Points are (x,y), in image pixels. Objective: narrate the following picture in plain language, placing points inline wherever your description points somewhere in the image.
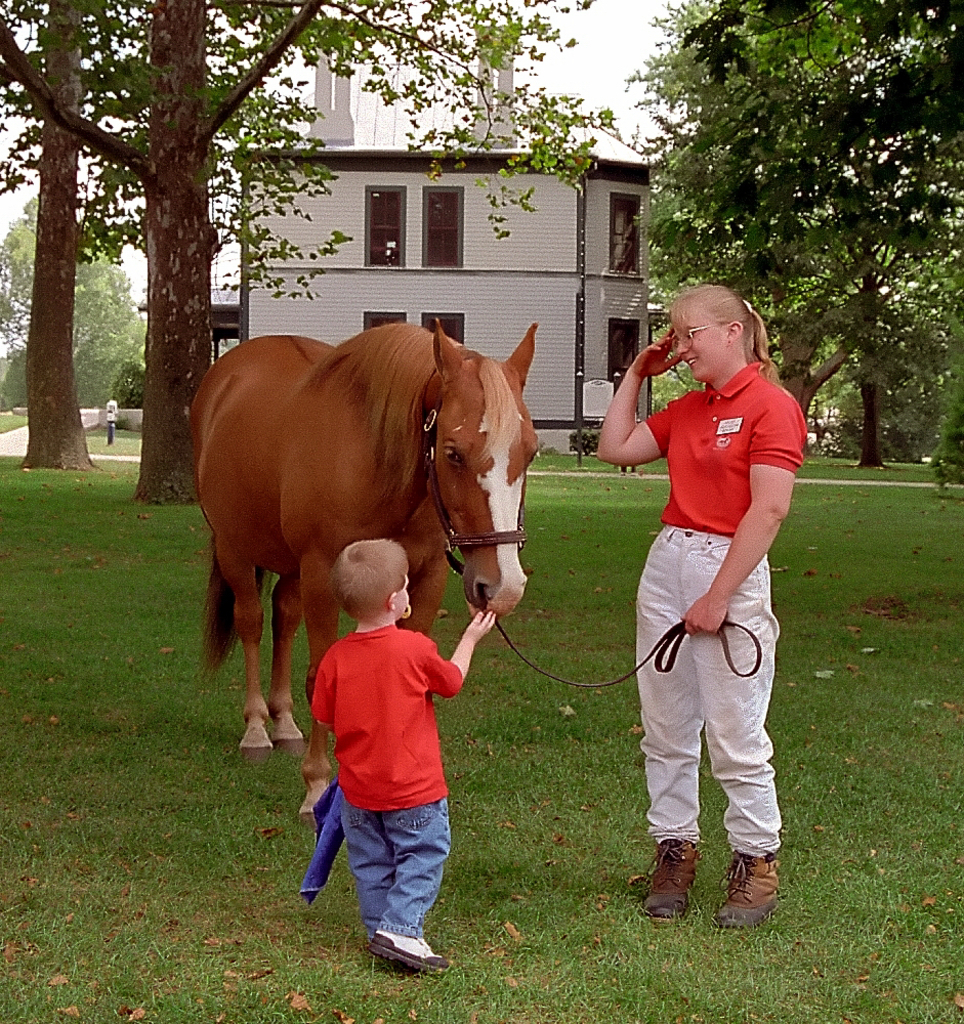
This is the picture where we have a lady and a little boy (369,559) holding the horse (389,496) which is on the grass (635,743) and behind them there are some trees (260,158) and a house (365,244).
